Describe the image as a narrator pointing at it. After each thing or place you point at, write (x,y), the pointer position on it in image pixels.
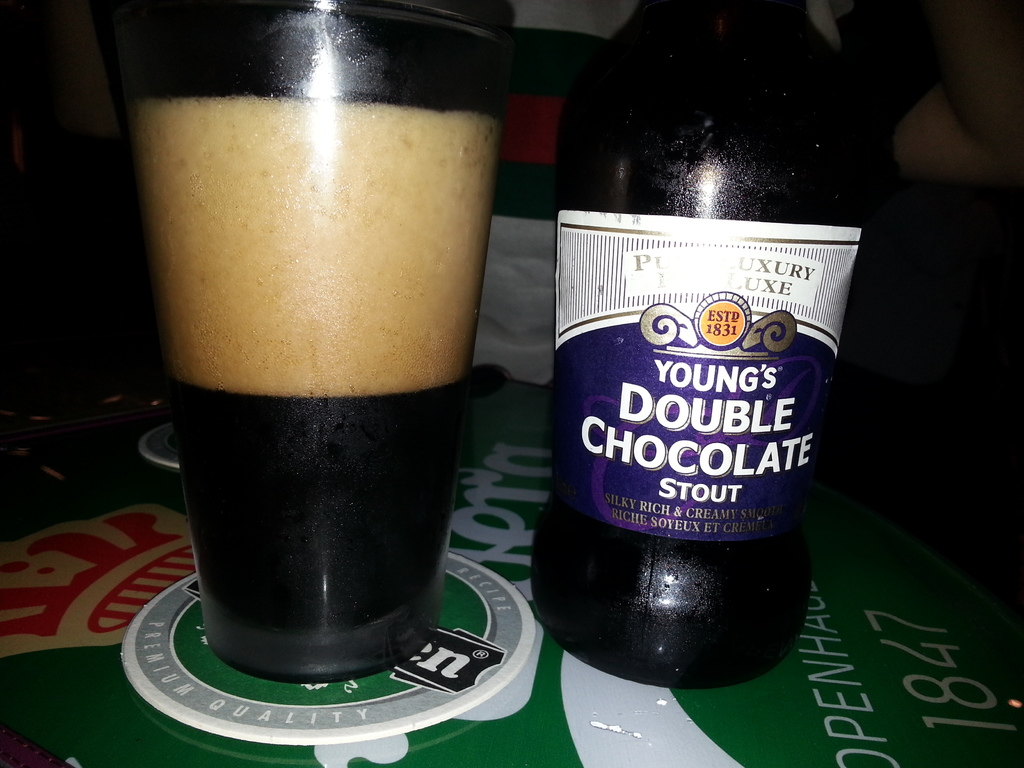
In the front of the image (601,529) there is a glass (351,491), bottle (778,569), sticker (796,369) and green table (678,749). Something is written on the table (588,696) and on the sticker (760,406). In the background of the image (890,349) I can see a person's hand (991,123) and objects (952,378).
